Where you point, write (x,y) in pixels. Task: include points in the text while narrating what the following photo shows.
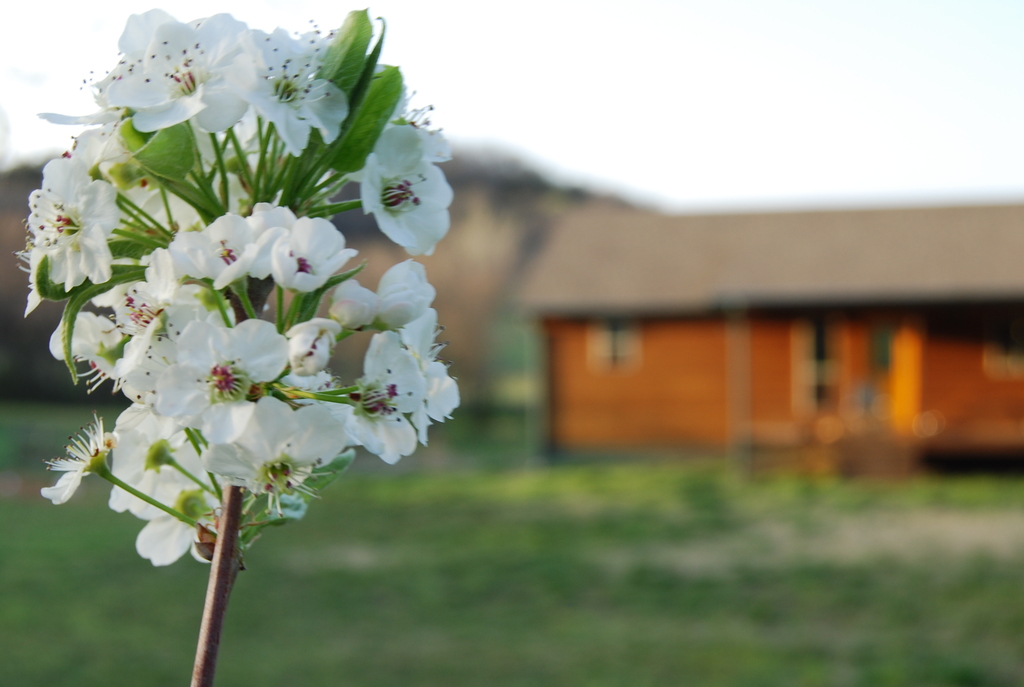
In this image, we can see some flowers (279,302). There is a hut (871,335) on the right side of the image (952,392). In the background (794,85), image is blurred.
